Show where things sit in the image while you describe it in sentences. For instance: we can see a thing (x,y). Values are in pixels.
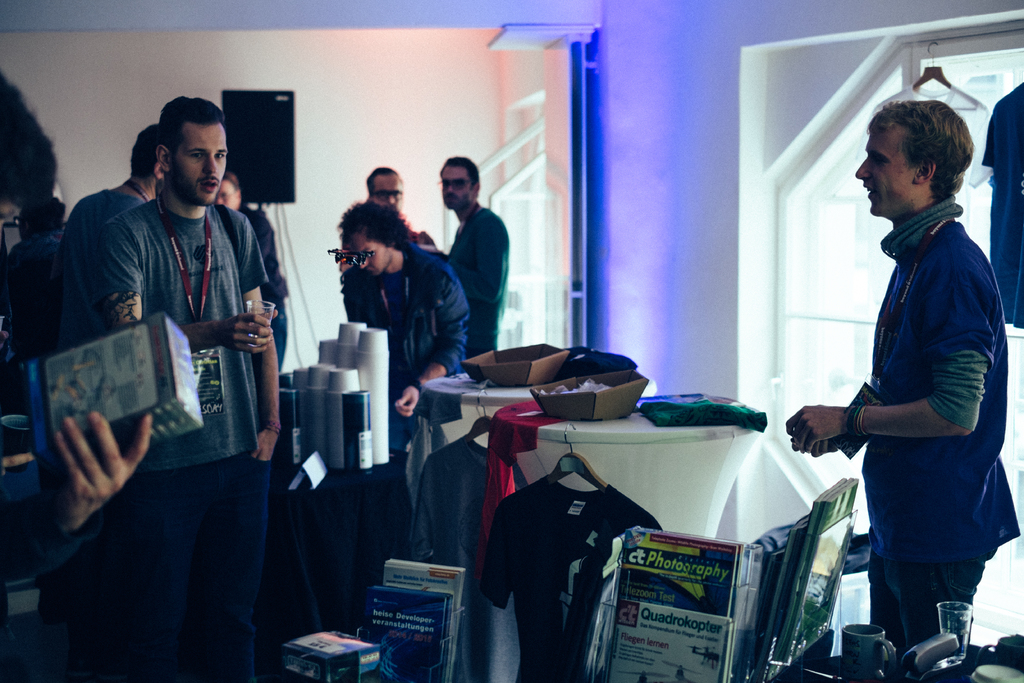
On the right side (949,171) a man (963,251) is standing, he wore a blue color t-shirt (985,335) and talking, in the middle (447,436) there are tables (587,444). On the left side (204,122) a man (192,121) is looking at these things (520,538).
